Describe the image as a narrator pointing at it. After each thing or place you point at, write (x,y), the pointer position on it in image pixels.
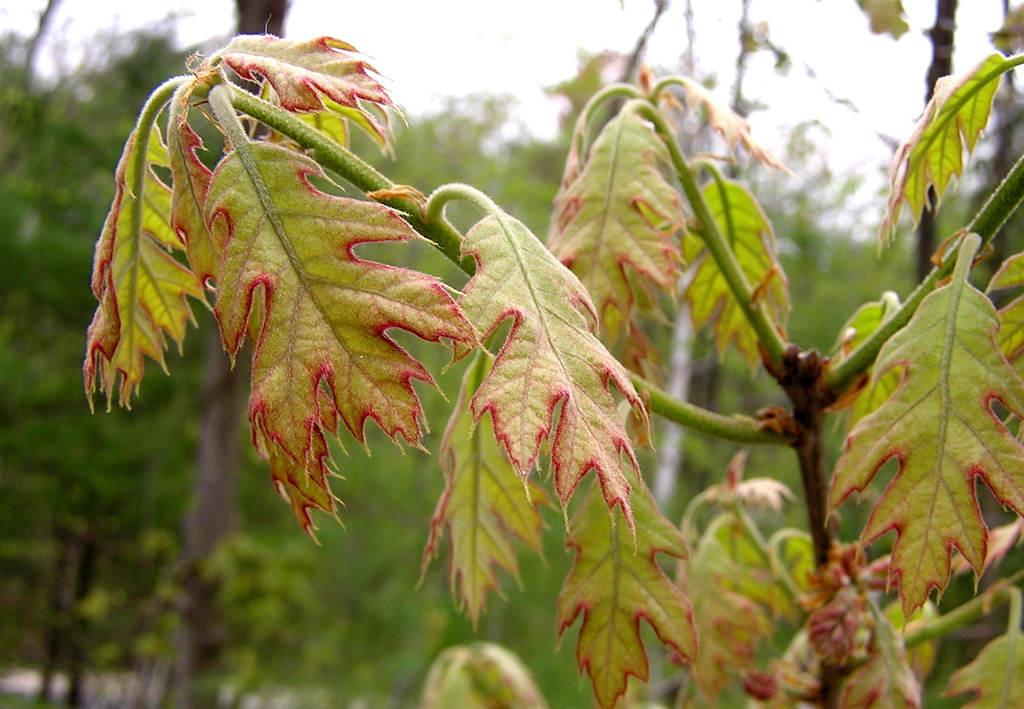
In this image on the right side (866,455) we can see a plant (603,367). In the background (371,641) the image is blur but we can see trees (51,171) and sky (424,41).
